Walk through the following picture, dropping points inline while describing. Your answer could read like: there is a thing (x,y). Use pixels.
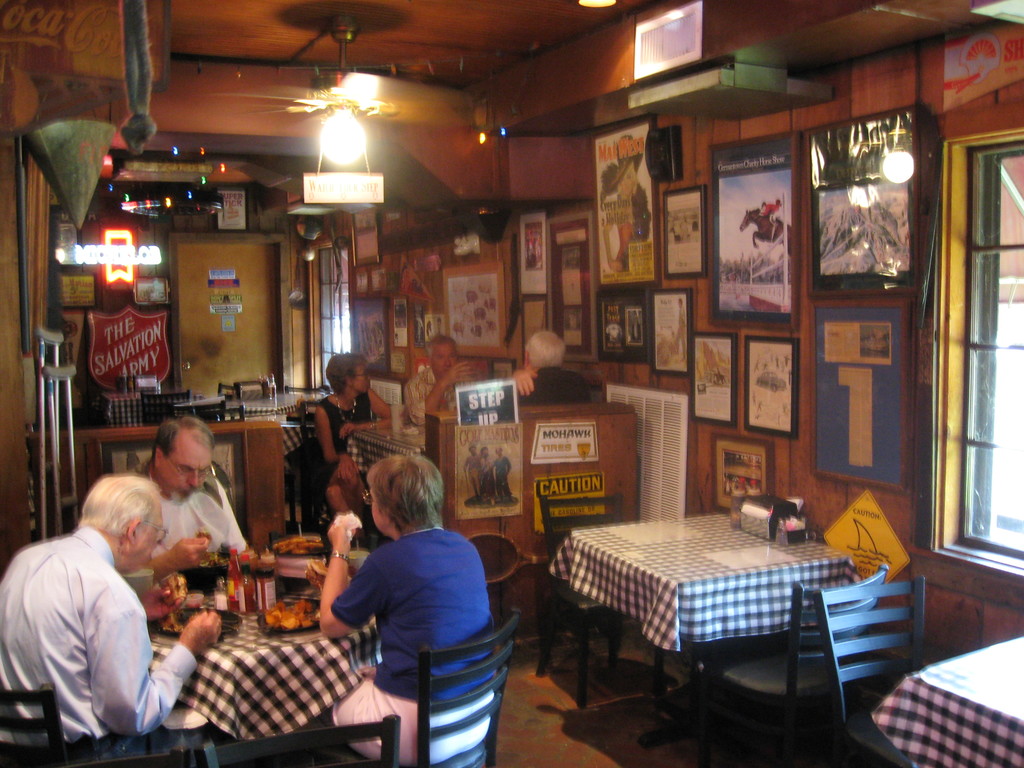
In this image we can see this people (332,528) are sitting around the table (201,608). In the background (754,249) we can see photo frames (586,258) on wall (416,234) and lights (347,166) on the ceiling (304,149).
